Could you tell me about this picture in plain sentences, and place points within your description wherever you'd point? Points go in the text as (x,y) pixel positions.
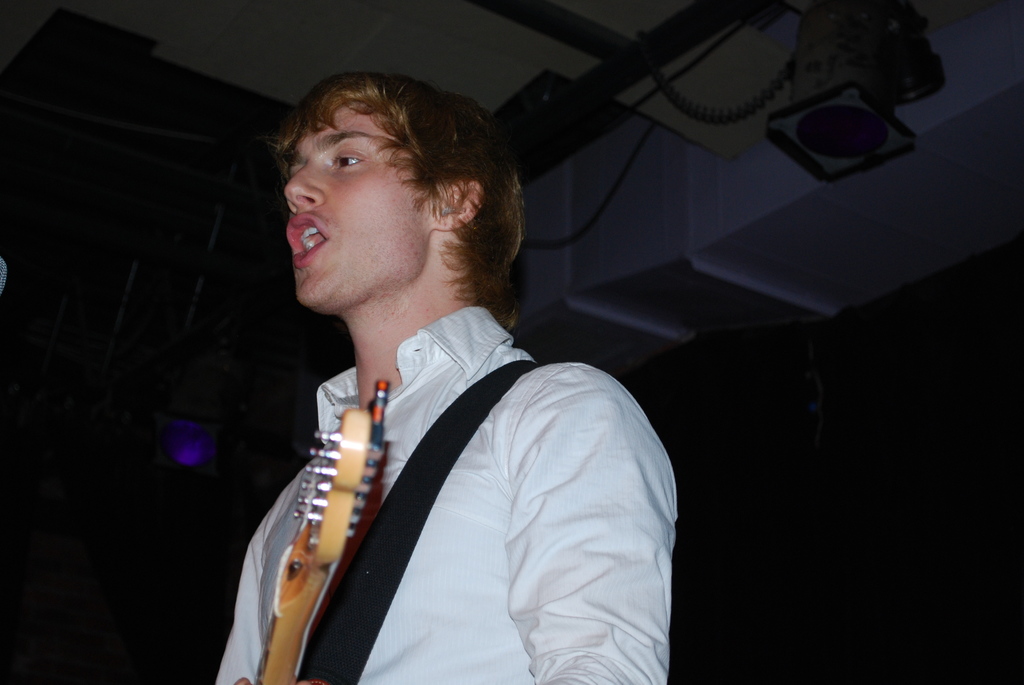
in this image i can see a man (374,356) singing, holding a guitar (324,535). he is wearing a shirt (590,521).
